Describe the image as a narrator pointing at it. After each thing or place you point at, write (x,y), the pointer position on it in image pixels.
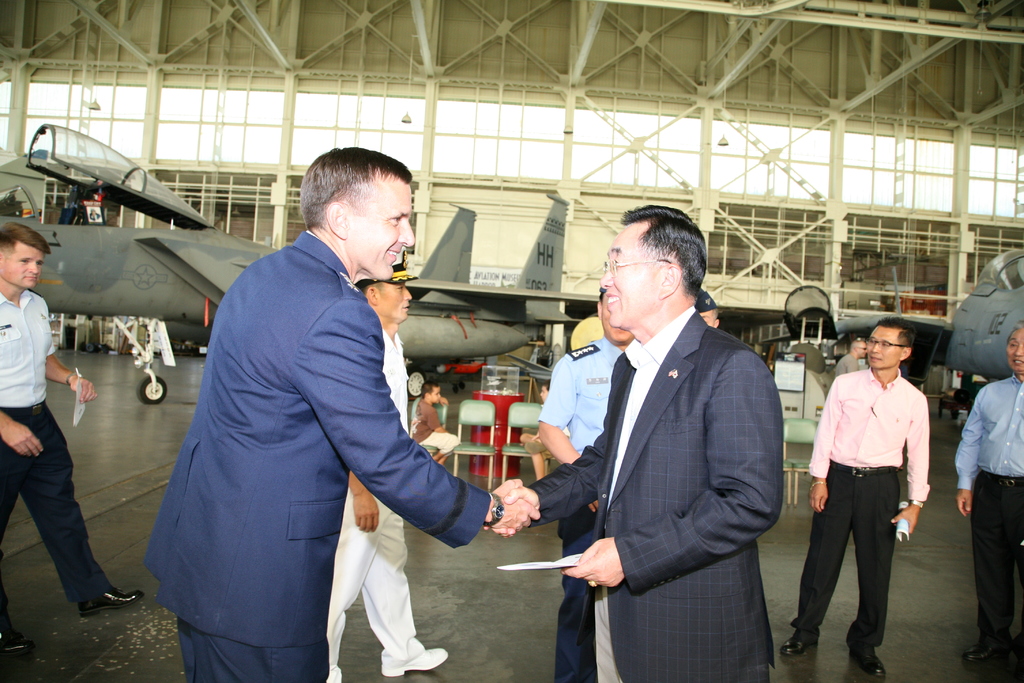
In this image, in the middle (348,352), we can see two men (376,354) are shaking their hands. On the right side (986,388), we can also see two men (878,420). On the left side (8,317), we can see a man (133,593) walking, a group of people (600,359), airplane (519,346), glass window (611,153), lights (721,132).
